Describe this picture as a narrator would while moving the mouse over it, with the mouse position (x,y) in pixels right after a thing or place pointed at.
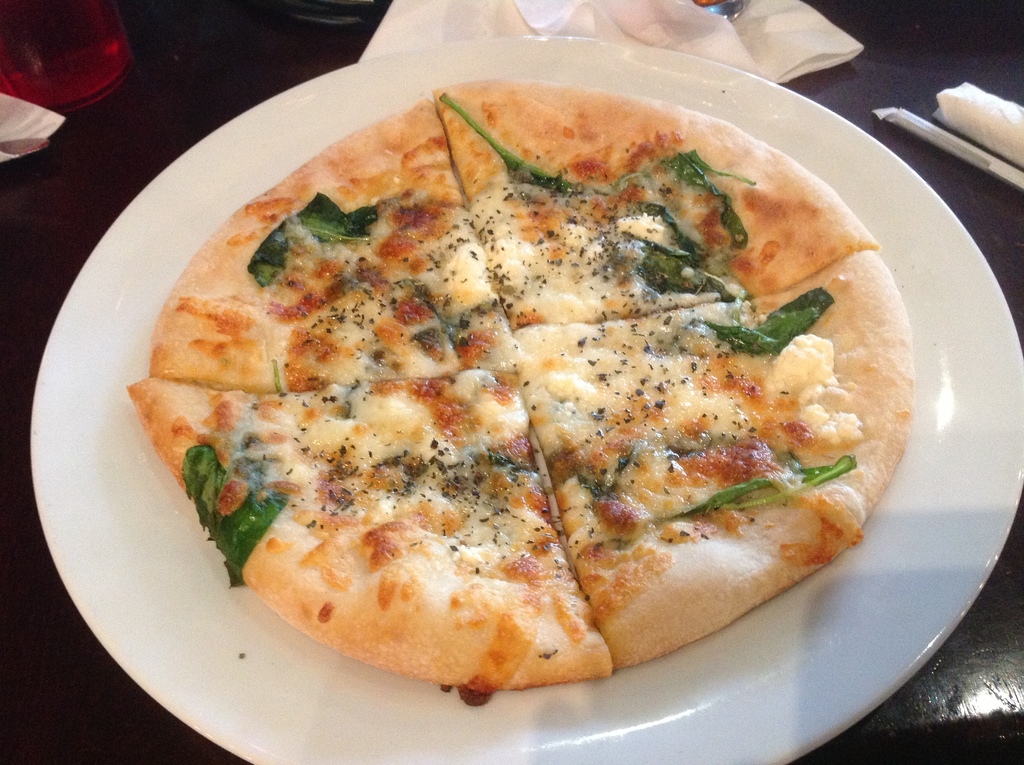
Here I can see a table (69,684) on which a plate (116,338), bottle (62,60) and some tissue papers (394,39) are placed. On the plate (277,697) I can see pizza (377,323).
